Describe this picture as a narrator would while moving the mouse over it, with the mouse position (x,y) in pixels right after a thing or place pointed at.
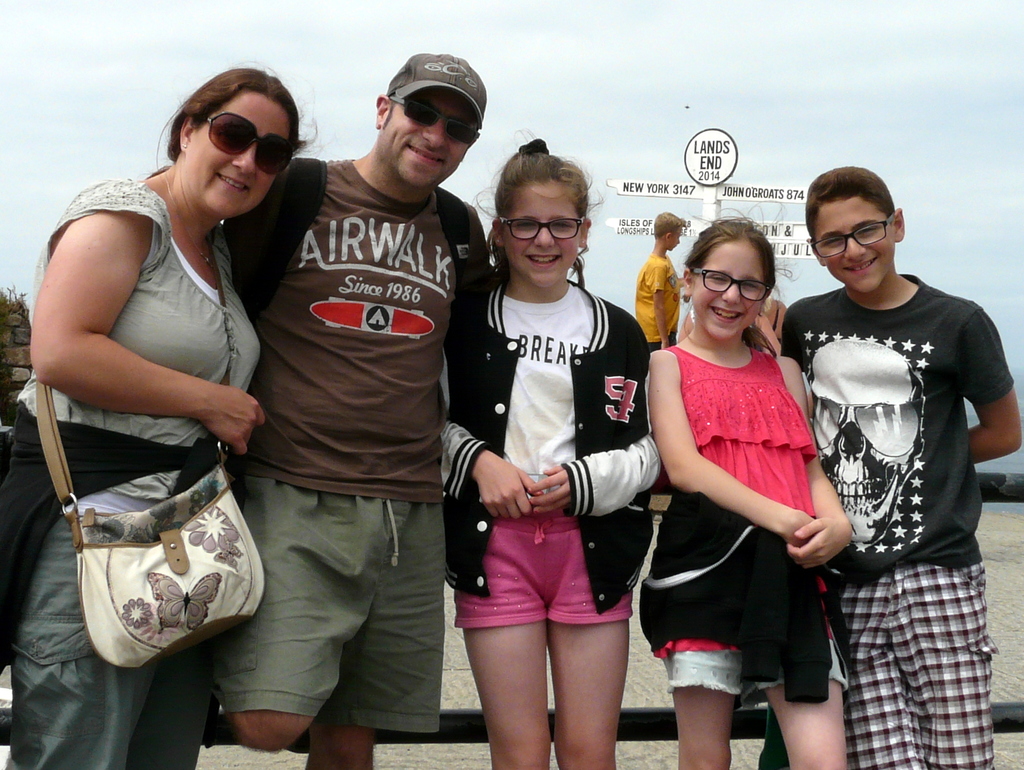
In the picture I can see a group of people (500,582) are standing, among them the woman (188,468) on the left side (105,461) is carrying a bag (97,592). In the background (415,6) I can see the sky (667,209) and boards (669,184) which has something written on them.
